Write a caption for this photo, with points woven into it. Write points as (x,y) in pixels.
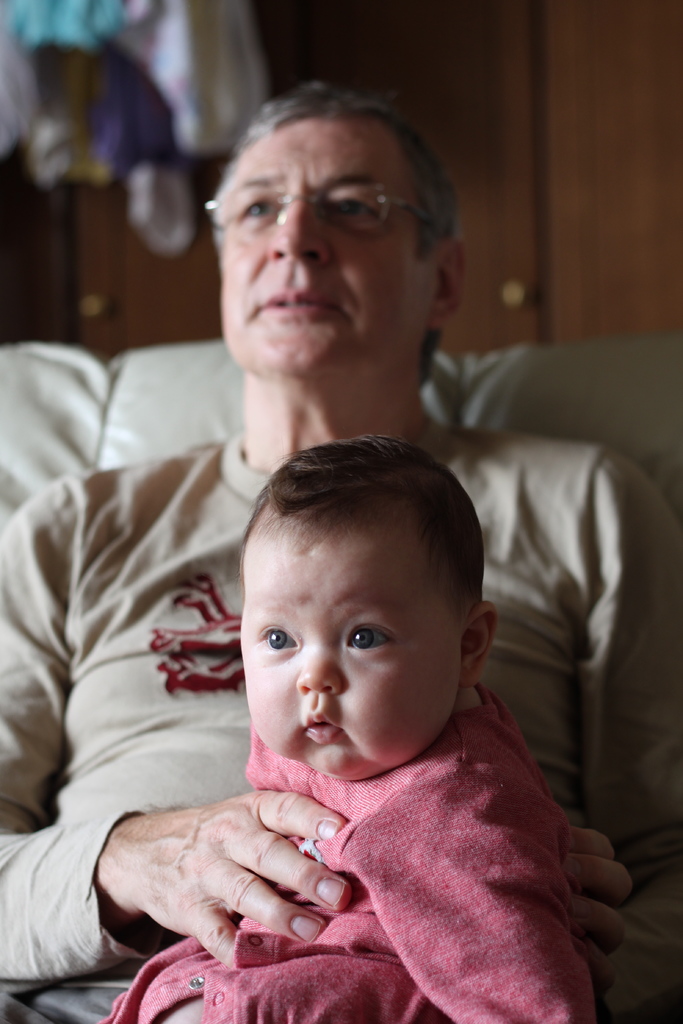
In this image, there are a few people (279,476). Among them, we can see a person (306,255) wearing spectacles (269,200) is sitting on the sofa (575,373). In the background (571,322), we can see some wood (462,156). We can also see an object (198,143) in the top left corner (164,129).
